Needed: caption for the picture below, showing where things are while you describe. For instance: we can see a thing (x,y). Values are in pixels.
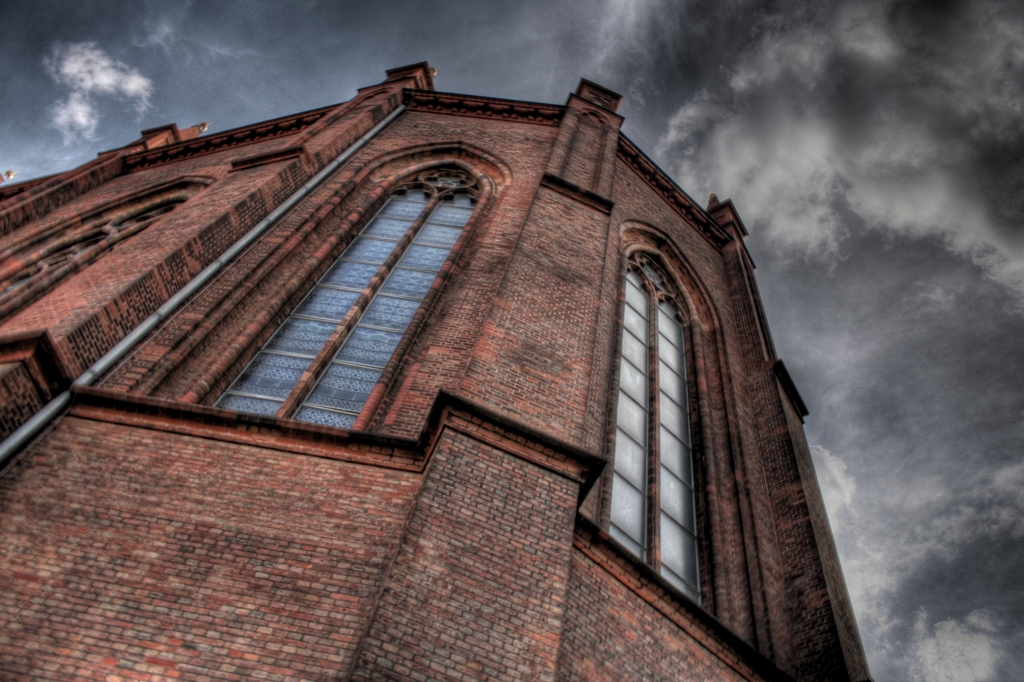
In the center of the image (495,287) building (501,262), windows (417,299), glass (397,303), pipe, wall (342,431) are there. At the top of the image (864,95) clouds (911,82) are present in the sky (911,82).
